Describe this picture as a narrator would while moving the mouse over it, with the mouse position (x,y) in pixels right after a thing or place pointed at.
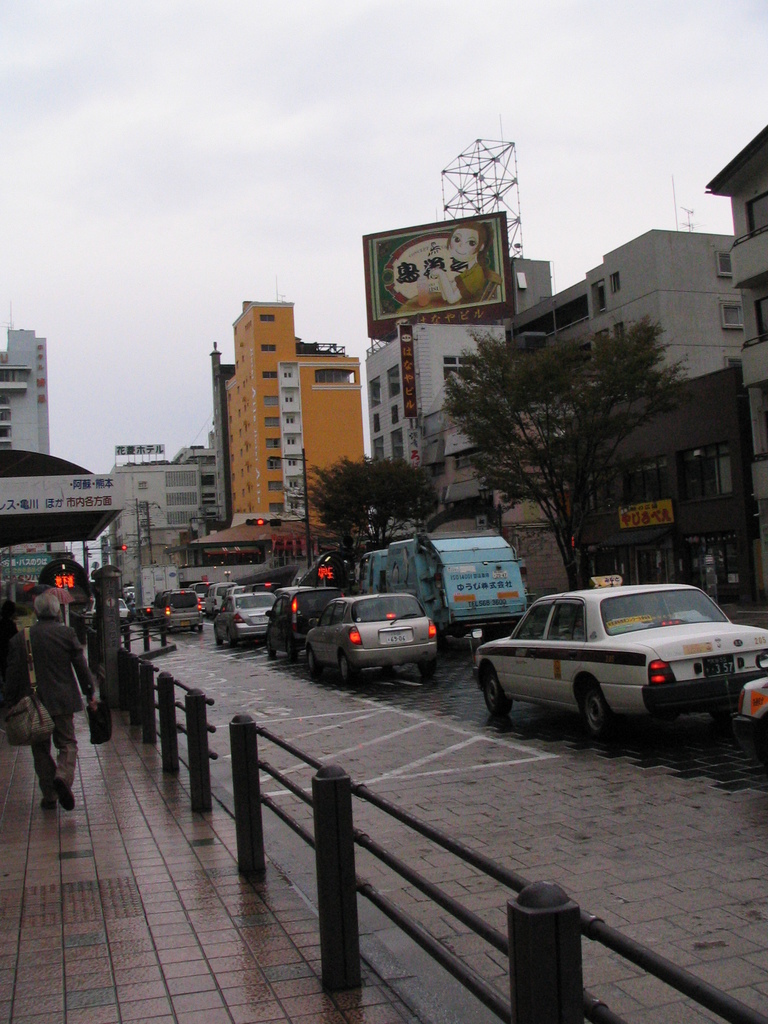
This is an outside view. On the right side (603,664) there are some vehicles (440,602) on the road (387,688). On the left side (46,790) I can see few people (34,654) are walking on the footpath (96,917). Beside the footpath (134,915) there is a railing (127,668). In the background (434,353) there are many buildings (406,441) and trees (626,398). At the top of the image (250,126) I can see the sky (108,134).
